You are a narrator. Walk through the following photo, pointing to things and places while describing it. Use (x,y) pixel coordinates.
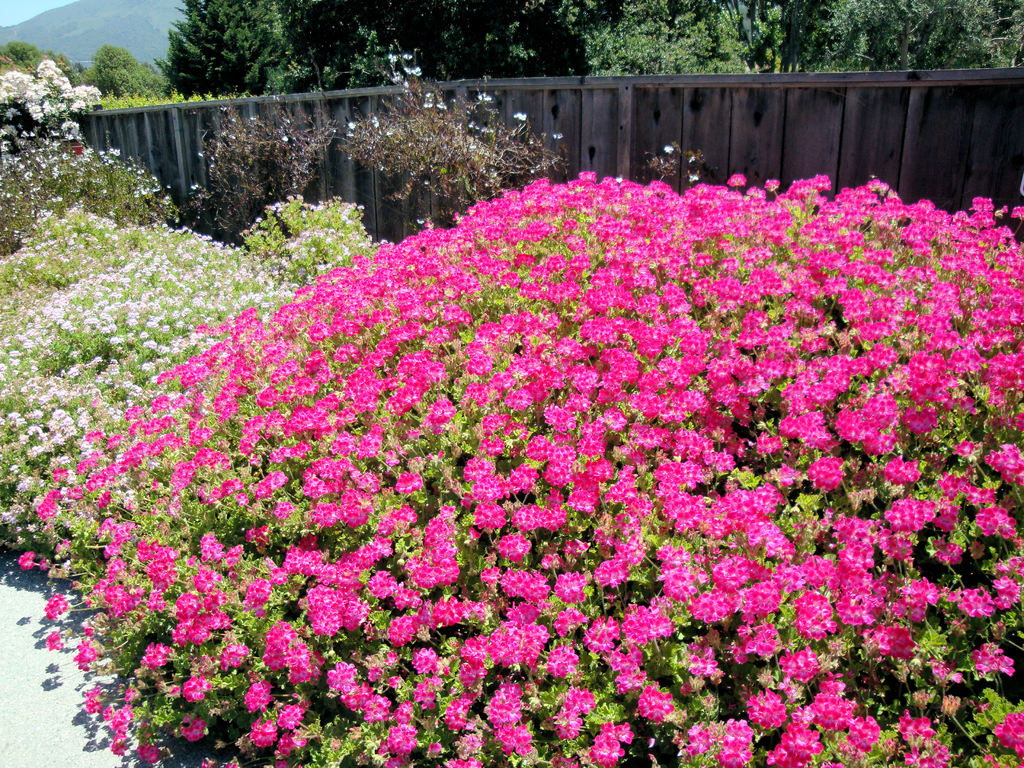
In this image I can see few flowers (507,196) in pink and white color. I can see few trees (341,43), fencing (119,118) and the mountain (99,31).
